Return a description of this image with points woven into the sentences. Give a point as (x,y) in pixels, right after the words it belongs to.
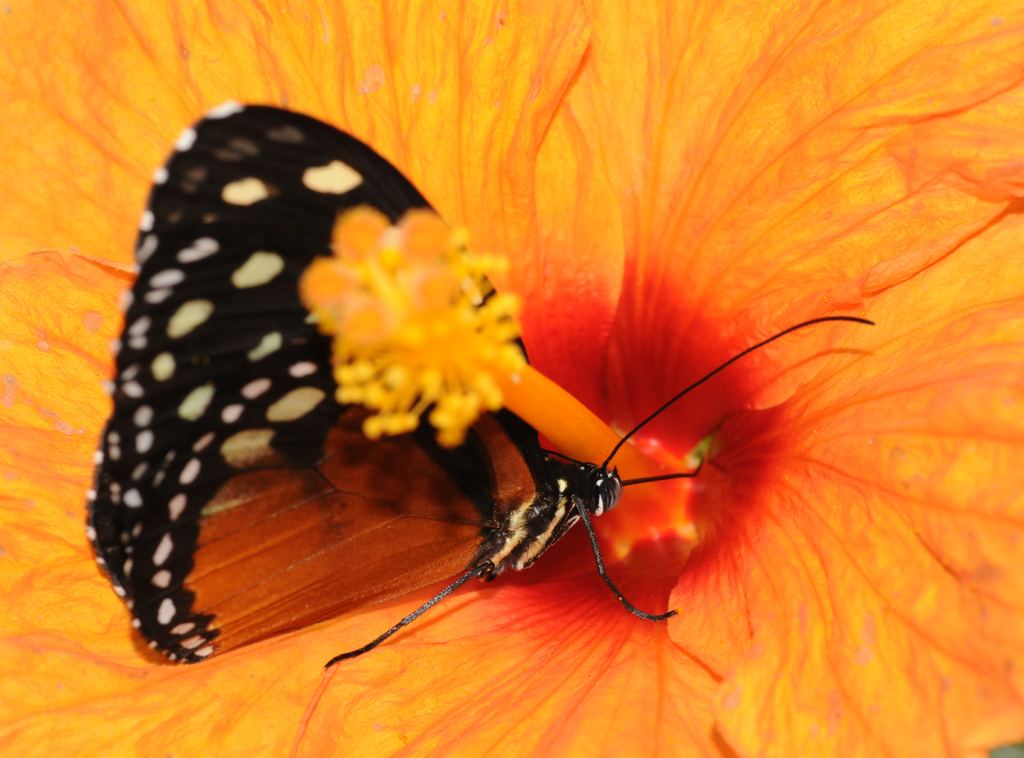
In this image there is a flower (668,604) which is yellow in color. In the middle of the image (408,447) there is a butterfly (307,413) on the flower (552,435).
